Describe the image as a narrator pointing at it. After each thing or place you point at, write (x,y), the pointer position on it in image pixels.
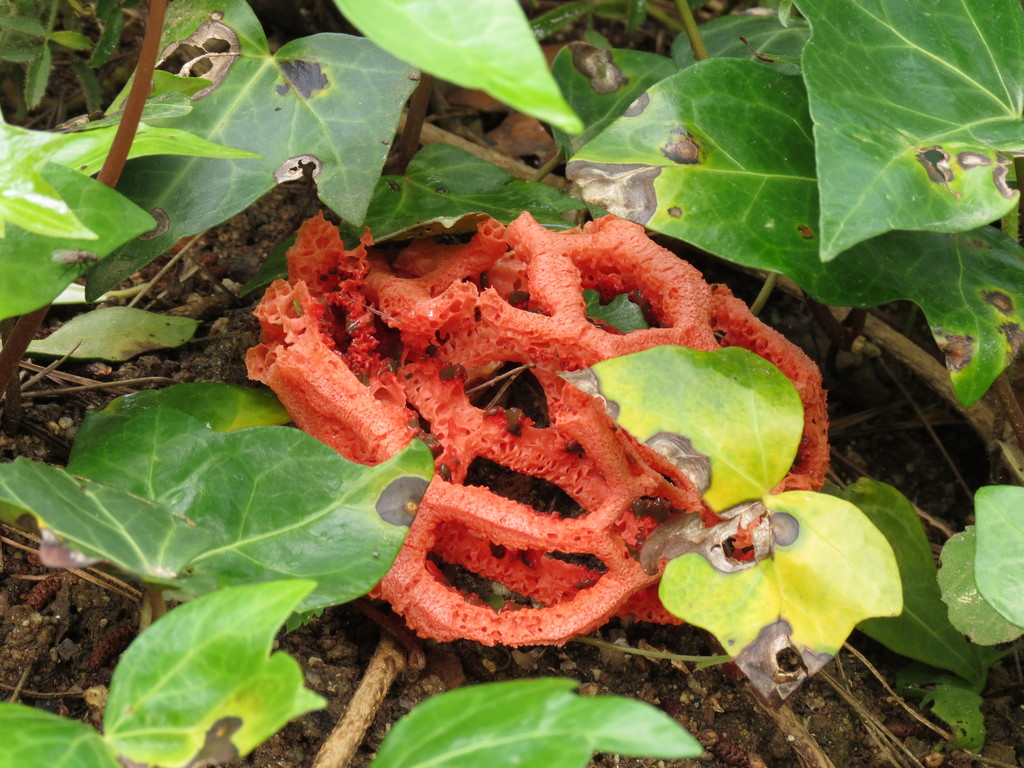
In this image we can see a fungus (507,337). There are few plants (500,36) in the image.
